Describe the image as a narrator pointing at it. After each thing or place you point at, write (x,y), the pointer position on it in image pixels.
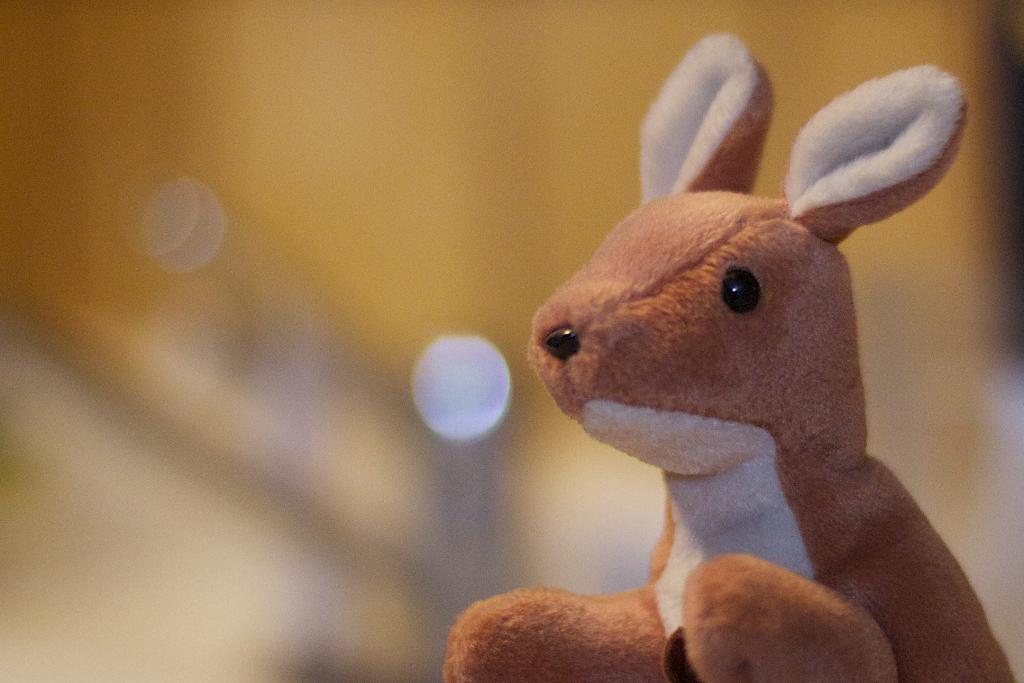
In this image we can see a soft toy (750,434).
